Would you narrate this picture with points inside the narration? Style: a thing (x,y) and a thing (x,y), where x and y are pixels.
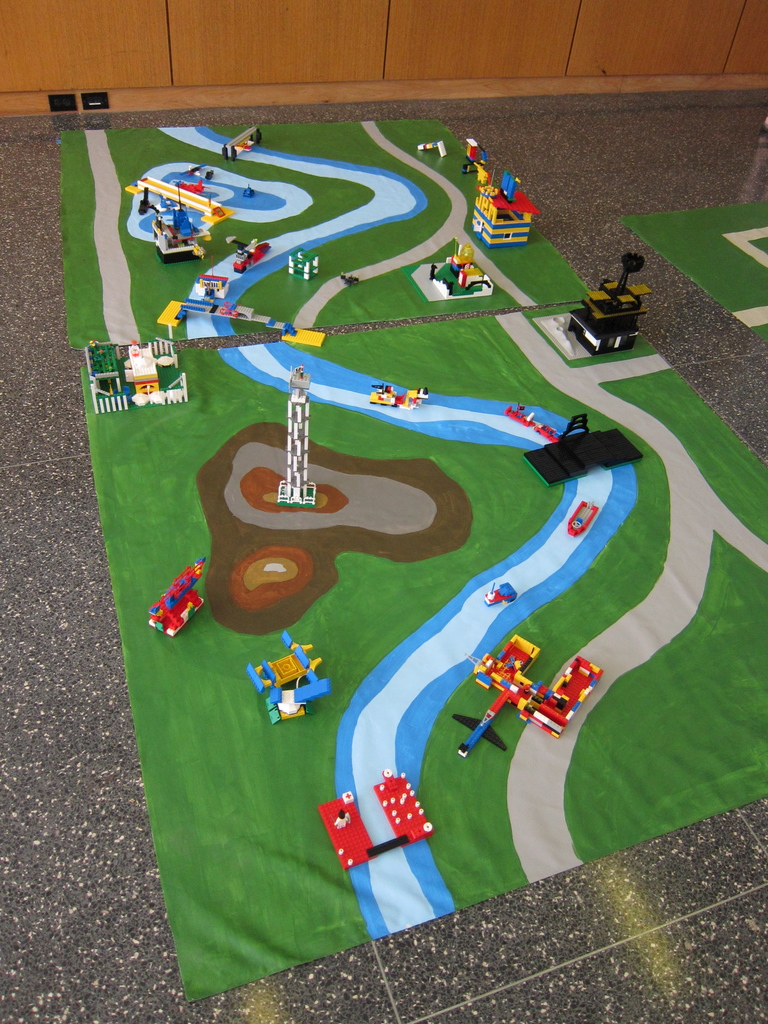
There are mats (277,518) on the floor (532,104) on which there are toys (272,320), it seems like cupboards (357,53) at the top side (388,72).
